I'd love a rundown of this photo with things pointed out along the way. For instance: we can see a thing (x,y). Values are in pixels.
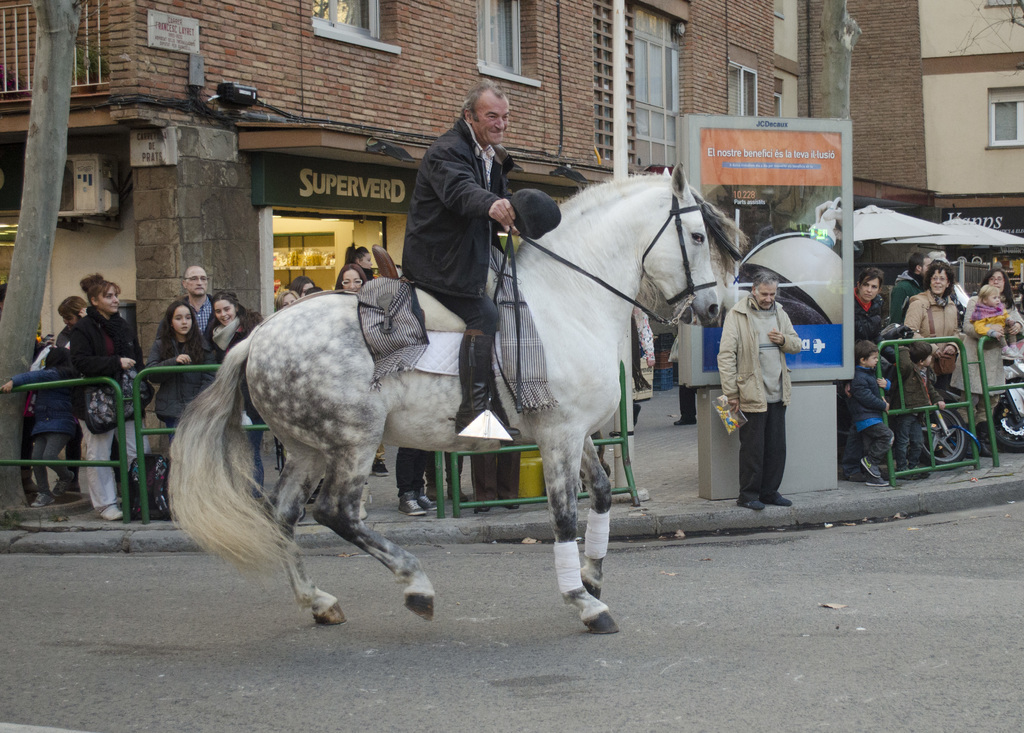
There is a road (915,570) and a horse (564,329) on that horse (572,346) a man (453,159) is sitting and he is holding a hat (532,217) and there are some people (898,308) standing and watching the horse (323,349) and in the background (404,225) there is a wall (405,92) which is made of brick (299,42) and there is a window (368,29) of white color.
